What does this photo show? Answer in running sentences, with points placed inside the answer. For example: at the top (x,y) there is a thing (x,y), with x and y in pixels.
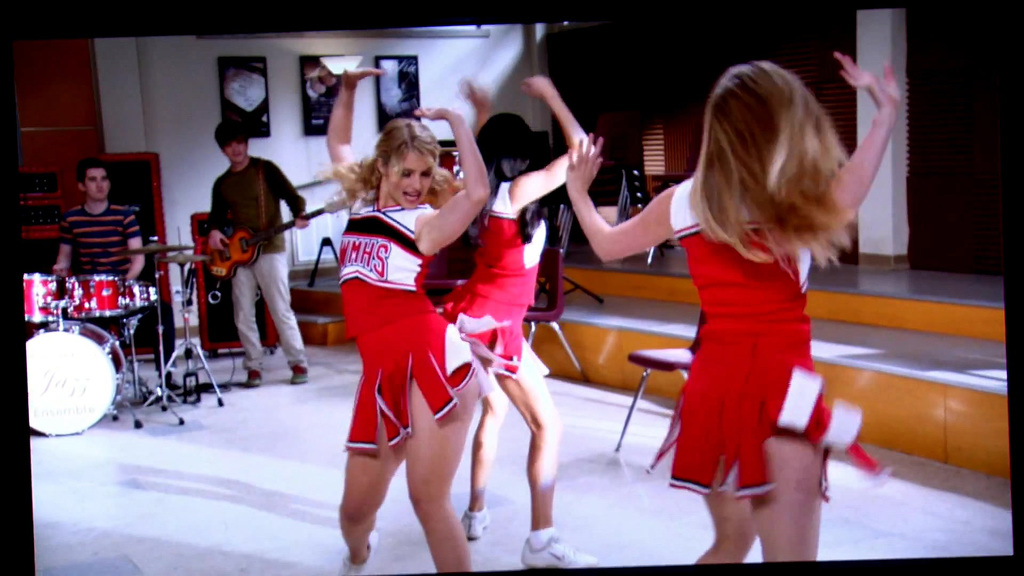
In this image we can see the women (506,328) dancing on the floor (320,481). In the background (211,269) we can see a man (256,210) playing the guitar (257,258). We can also see a person (115,268) sitting and playing the drums (96,314). We can also see some frames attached to the plain wall (283,101). Image also consists of empty chairs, pillar (861,127) and the image has black color borders (1012,362).
